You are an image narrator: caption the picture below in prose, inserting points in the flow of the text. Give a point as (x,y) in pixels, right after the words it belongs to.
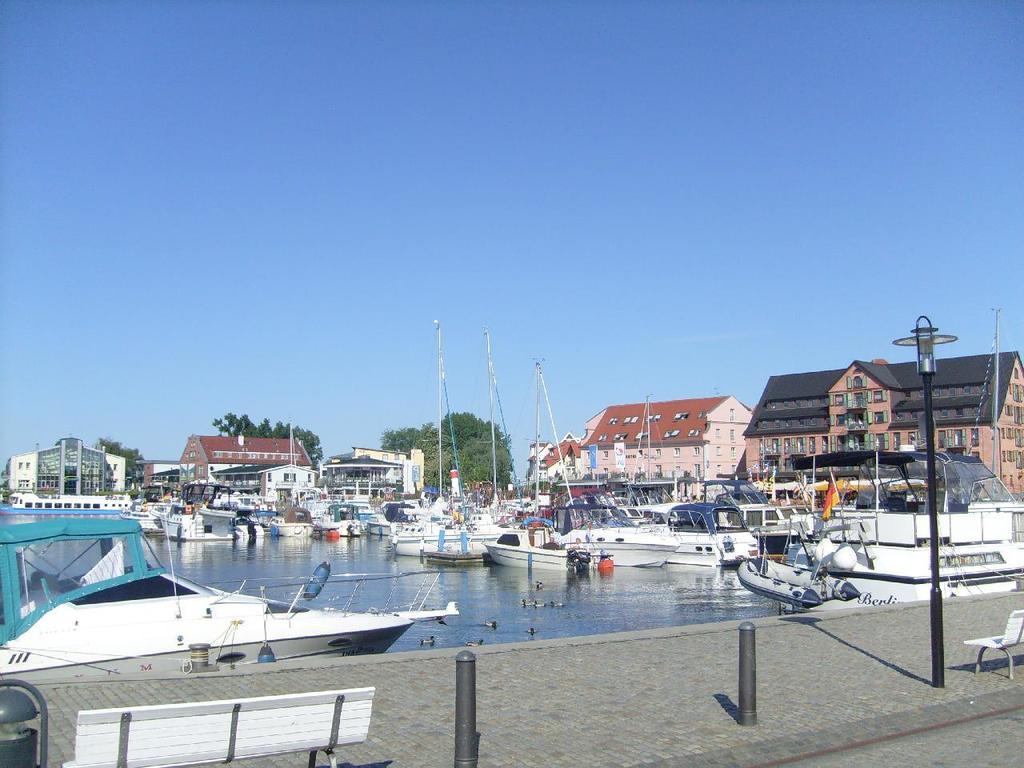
In this image I can see the lake (200,555), on the lake (400,639) I can see boats (304,522), in the foreground (1021,628) I can see a chair (1008,626), pole (937,565), bench (244,712), some small poles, in the middle (666,470) there are some trees (447,470), houses (591,421) visible, at the top (901,199) I can see the sky (466,268).
